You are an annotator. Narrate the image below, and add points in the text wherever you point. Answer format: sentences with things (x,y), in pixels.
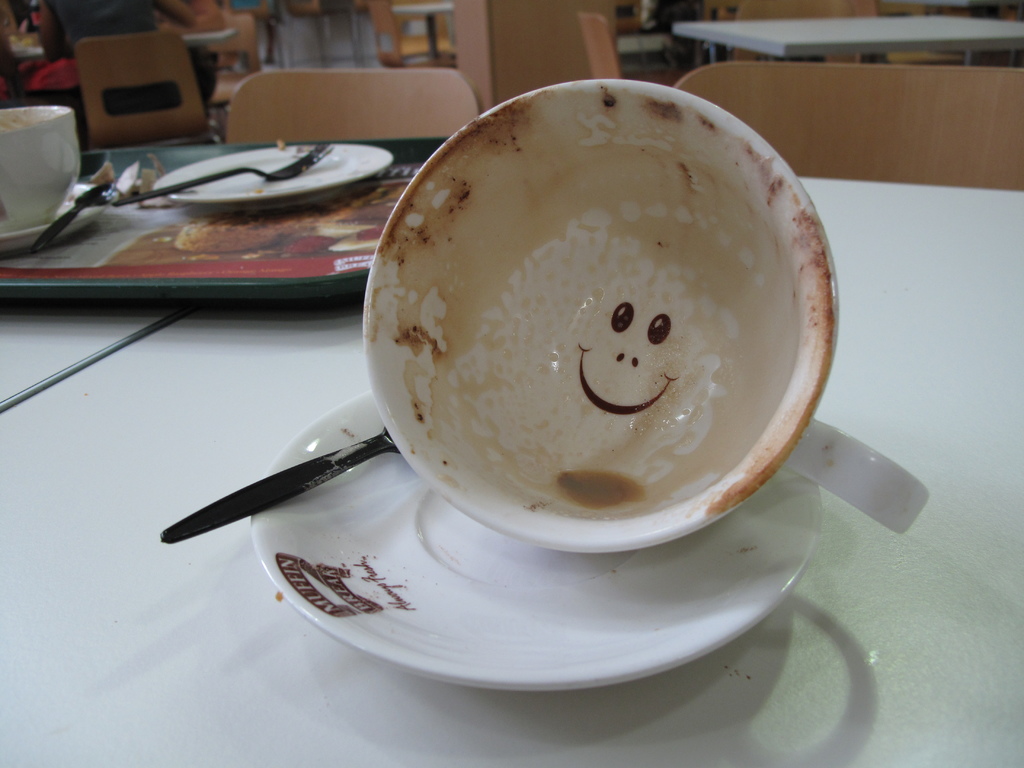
On a table (144,378) there are cups (518,371), saucers (422,571) and spoons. In the background (846,99) we can see chairs (427,84) and tables (845,43) and few people (76,25).
